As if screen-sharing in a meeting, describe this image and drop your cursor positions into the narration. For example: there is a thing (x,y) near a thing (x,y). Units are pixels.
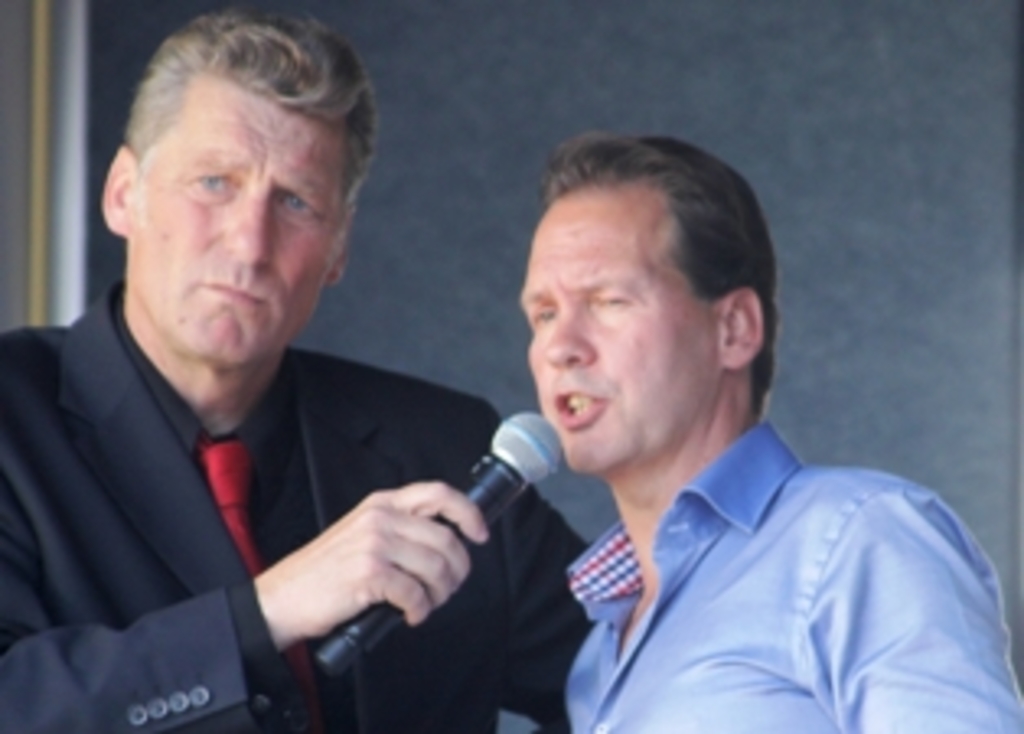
This picture describe about a person (284,351) wearing a black coat (203,513) and red tie (244,506) is holding a microphone (499,470) for the other person (651,565) who is wearing blue shirt (721,536) and delivering the speech, behind we can see a grey wall (714,70).
